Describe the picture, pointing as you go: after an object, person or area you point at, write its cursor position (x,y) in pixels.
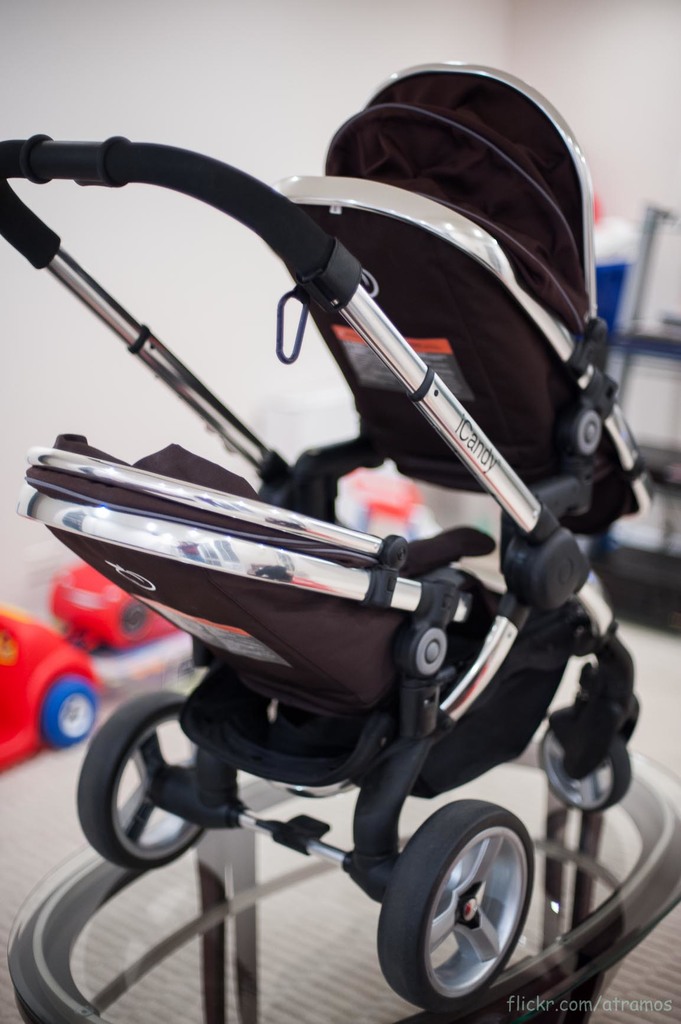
In this image I can see a stroller (261,704) which is in black and silver color. To the side I can see few more toy vehicles (43,634) which are in red color. In the back (183,198) I can see the white wall (221,81).
